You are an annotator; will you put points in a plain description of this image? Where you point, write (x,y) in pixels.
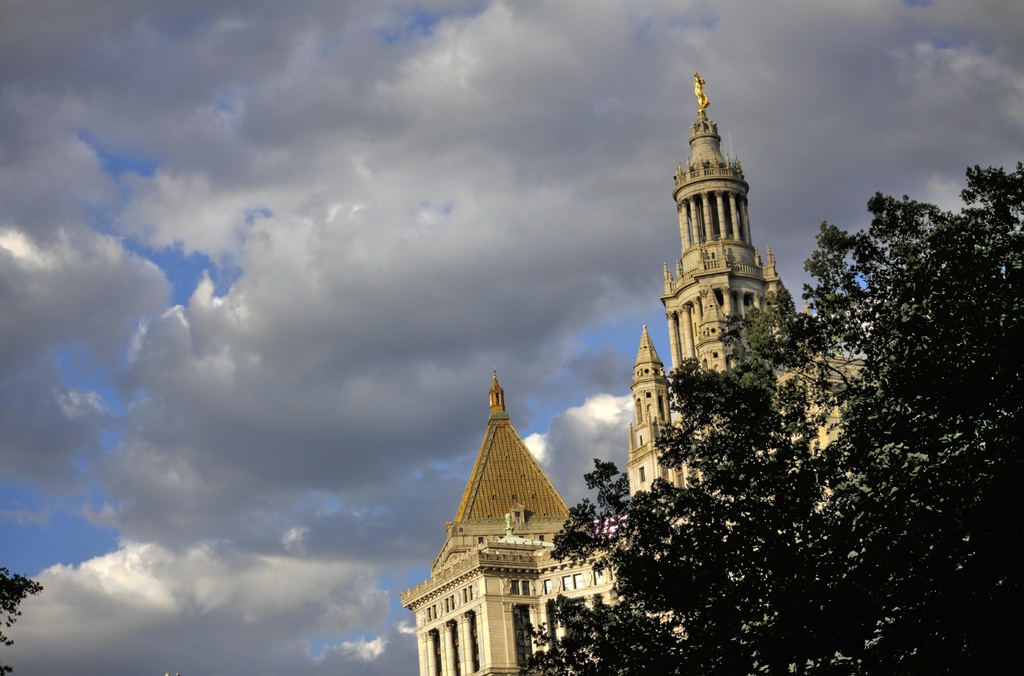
In this image there are buildings (465,500) and trees (24,592). In the background (577,294) there is sky (426,116).
